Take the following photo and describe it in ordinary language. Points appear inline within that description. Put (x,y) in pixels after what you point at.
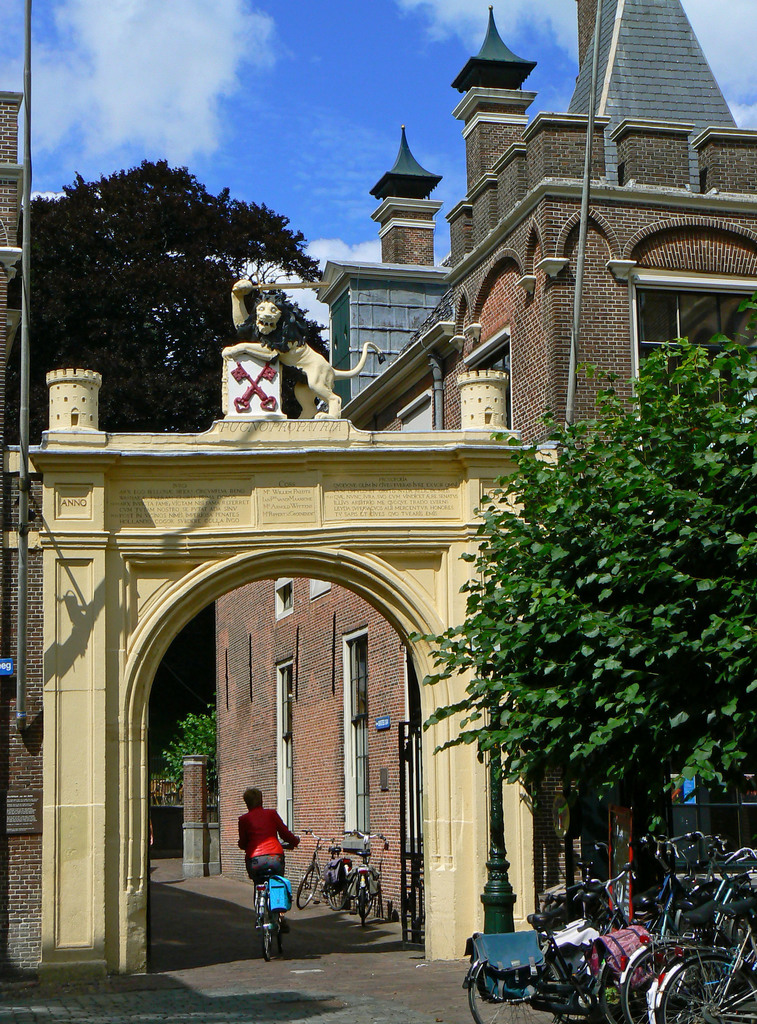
On the right side (664,699) there is a tree (654,681), building (557,295) with windows (643,284), brick walls (586,256). Also there are cycles (593,1002). And there is a pole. And there is an arch (145,504). On the arch (105,521) there is a statue of a lion (276,333). In the back (165,251) there is a tree (158,236) and sky (237,100) with clouds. There is a road (289,944). A person (265,858) is riding a cycle (268,903). Near to the building (319,782) there are cycles (325,871).
